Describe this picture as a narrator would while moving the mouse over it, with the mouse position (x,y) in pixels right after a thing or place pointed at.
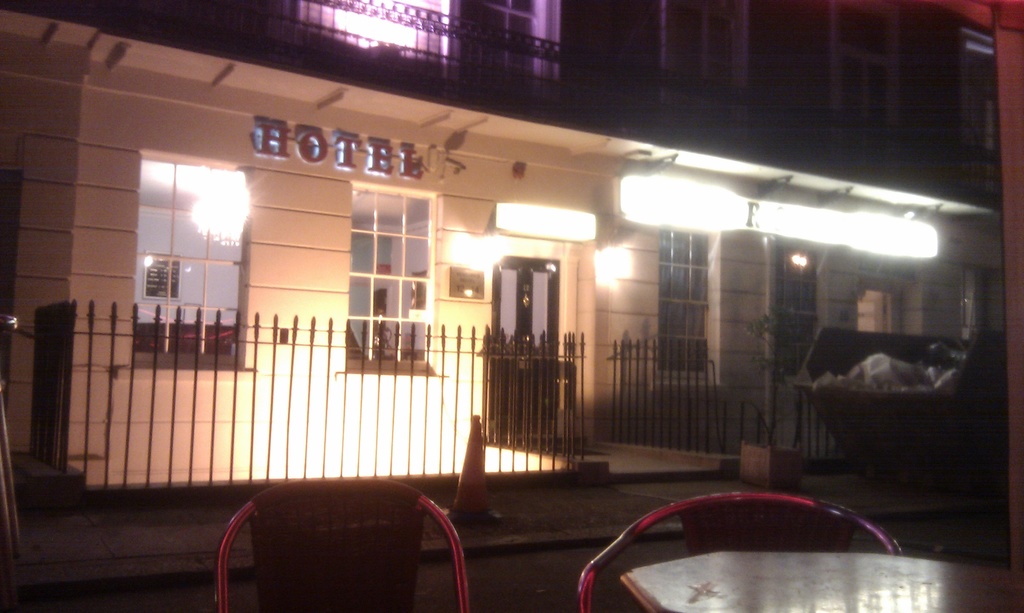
In this image, we can see a building (534,187). There is a fencing (545,376) in the middle of the image (574,348). There are chairs (749,524) at the bottom of the image (348,541). There is a trash bin (939,392) on the right side of the image (963,397). There are lights (581,218) on the building (881,294).
